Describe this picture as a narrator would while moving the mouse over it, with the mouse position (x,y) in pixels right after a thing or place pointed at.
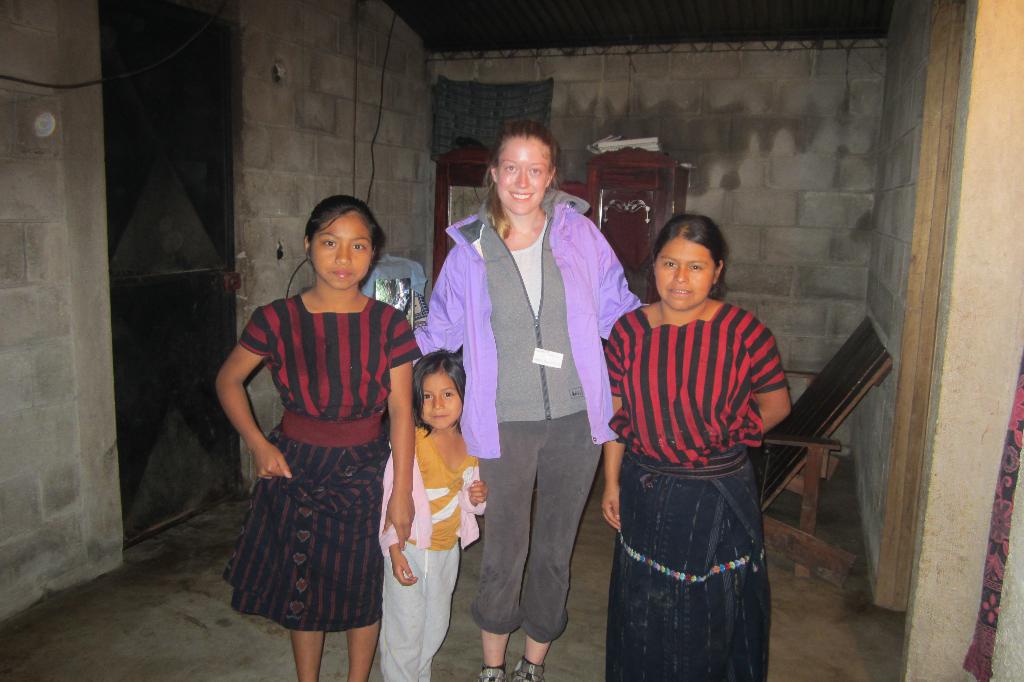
In this picture I can see there are four people (575,306) and they are two girls (362,377) who are wearing skirts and there is a chair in the backdrop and there is a door (159,225) and wall (895,367).
